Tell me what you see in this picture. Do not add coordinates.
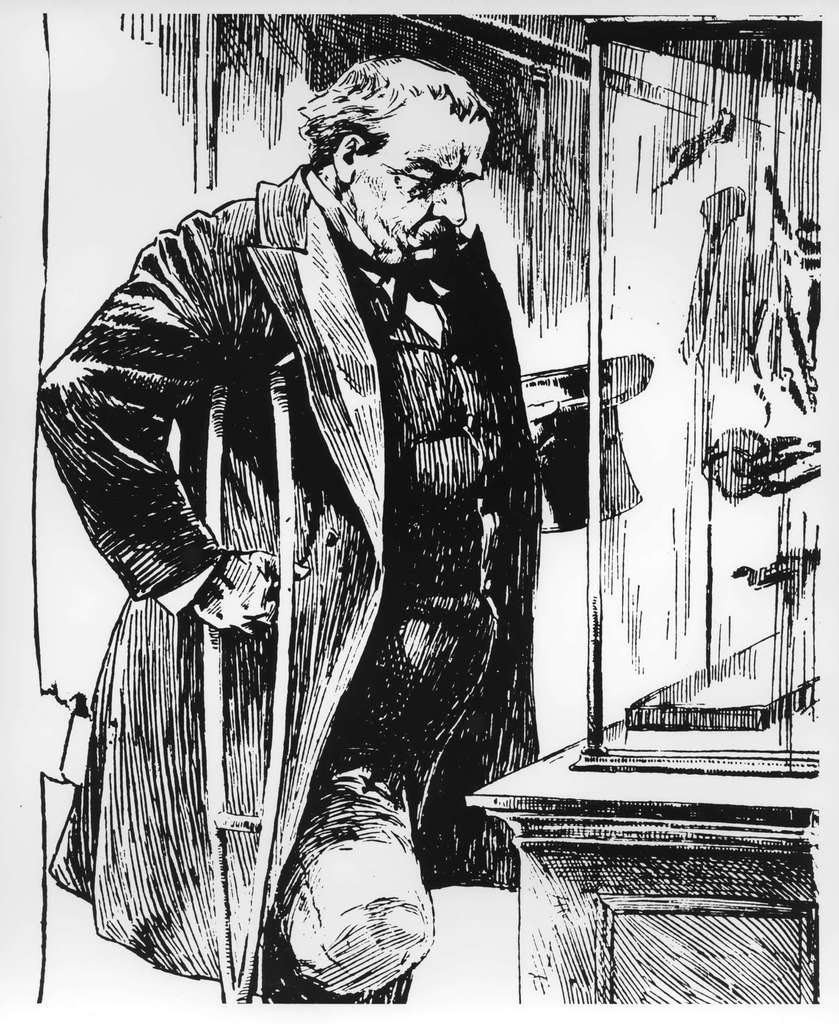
This picture is consists of a sketch.
